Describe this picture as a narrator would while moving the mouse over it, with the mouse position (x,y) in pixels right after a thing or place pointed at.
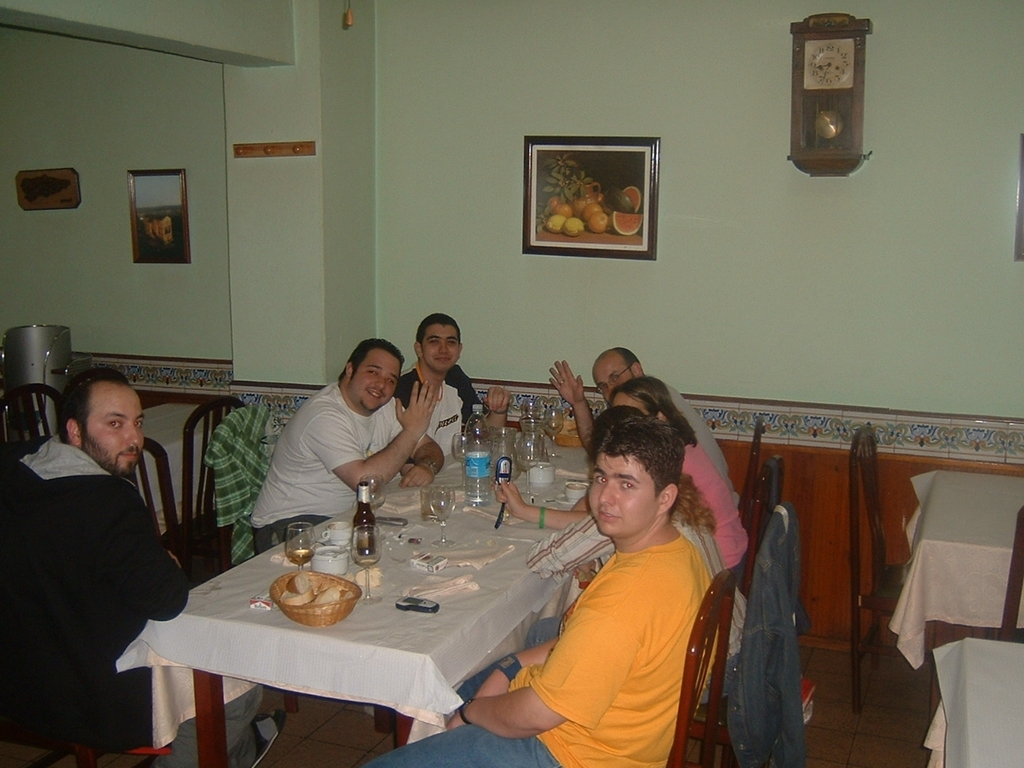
As we can see in the image there is a wall (442,180), photo frame (574,180), clock (837,122), few people (623,375) sitting on chairs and there is a table (404,518). On table (327,641) there is a basket (322,584), glass (312,549), bottles (362,523) and plate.
